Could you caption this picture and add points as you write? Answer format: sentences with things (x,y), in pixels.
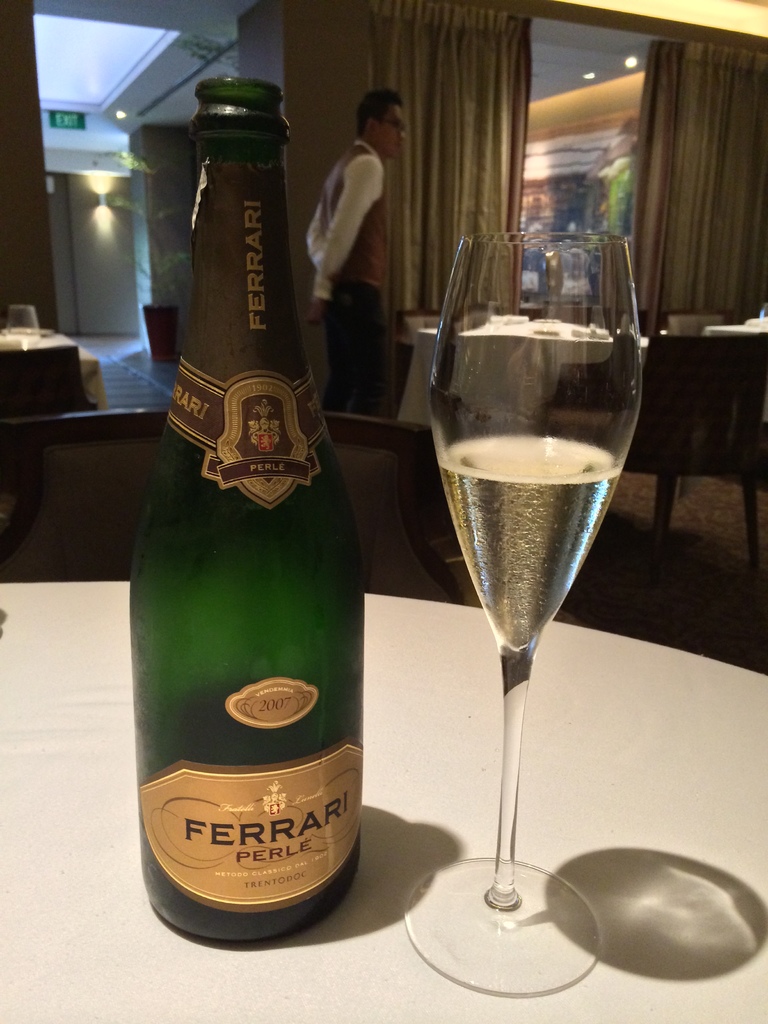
In this picture there is a bottle (318,410) and a glass (541,306) on the table (409,947) in the center (496,487). In the background (350,244) there is a man (378,268) walking. The restaurant (592,353) is filled with the tables (739,333) and chairs (739,361).
